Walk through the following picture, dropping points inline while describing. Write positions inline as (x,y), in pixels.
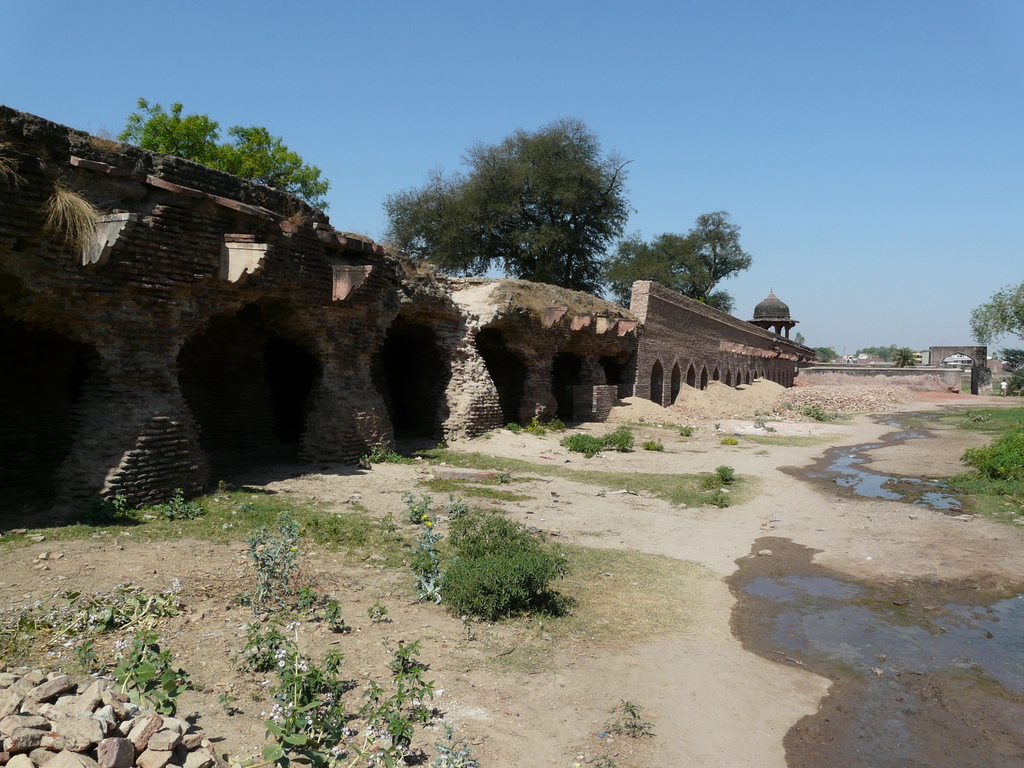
In this image there is a fort (509,345) and it is damaged, there are few plants (283,607), rocks (117,701) and some water (851,470) on the surface (744,609). In the background (554,222) there are trees (509,144) and the sky (533,116).
